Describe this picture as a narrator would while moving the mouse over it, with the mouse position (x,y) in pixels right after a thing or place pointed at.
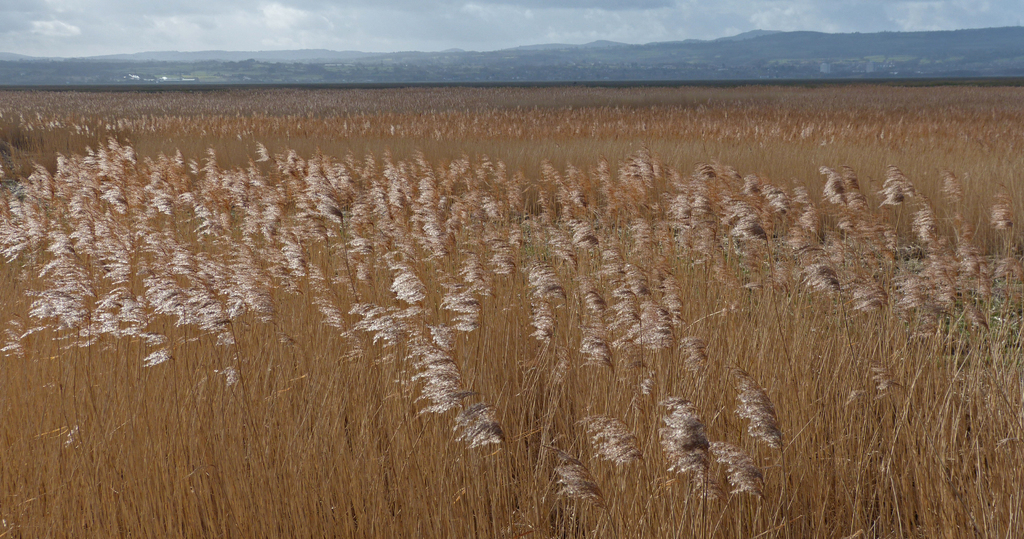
In this picture we can see dried grass (554,231), in the background (473,68) we can find hills (887,35) and clouds (484,30).
